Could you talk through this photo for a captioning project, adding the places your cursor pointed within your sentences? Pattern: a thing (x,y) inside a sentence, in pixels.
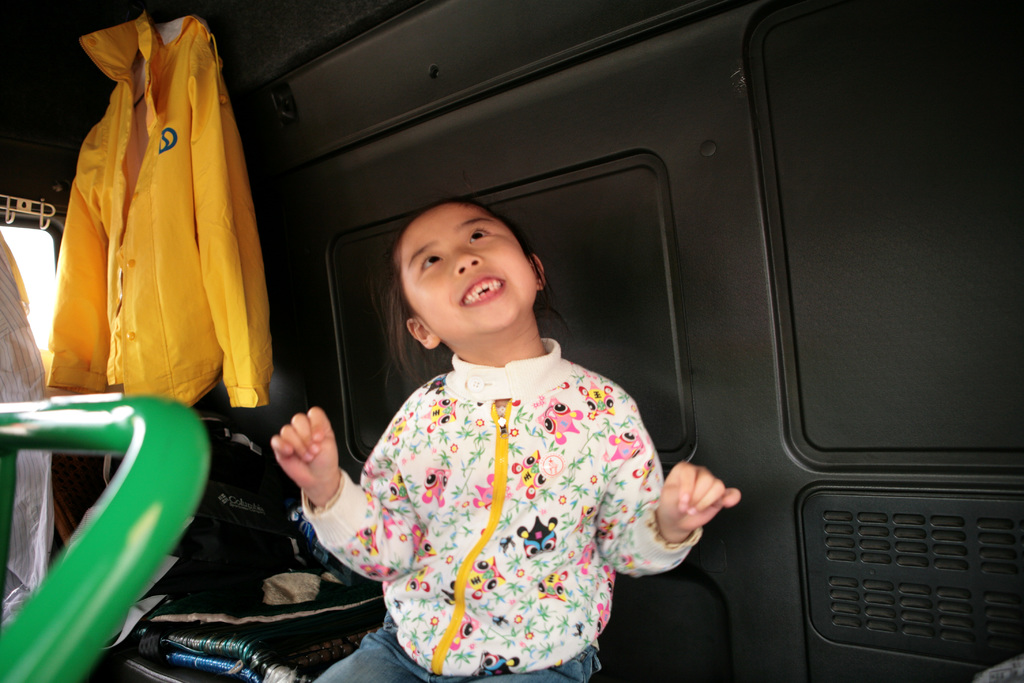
In the picture we can see a child (523,357) sitting, looking upwards and smiling, in the background (807,545), we can see a wall (835,184) which is black in color with some designs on it and near to it, we can see a yellow color shirt (226,328) which is hung to the ceiling (41,90), and to the bottom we can see some things (74,494) are kept.
